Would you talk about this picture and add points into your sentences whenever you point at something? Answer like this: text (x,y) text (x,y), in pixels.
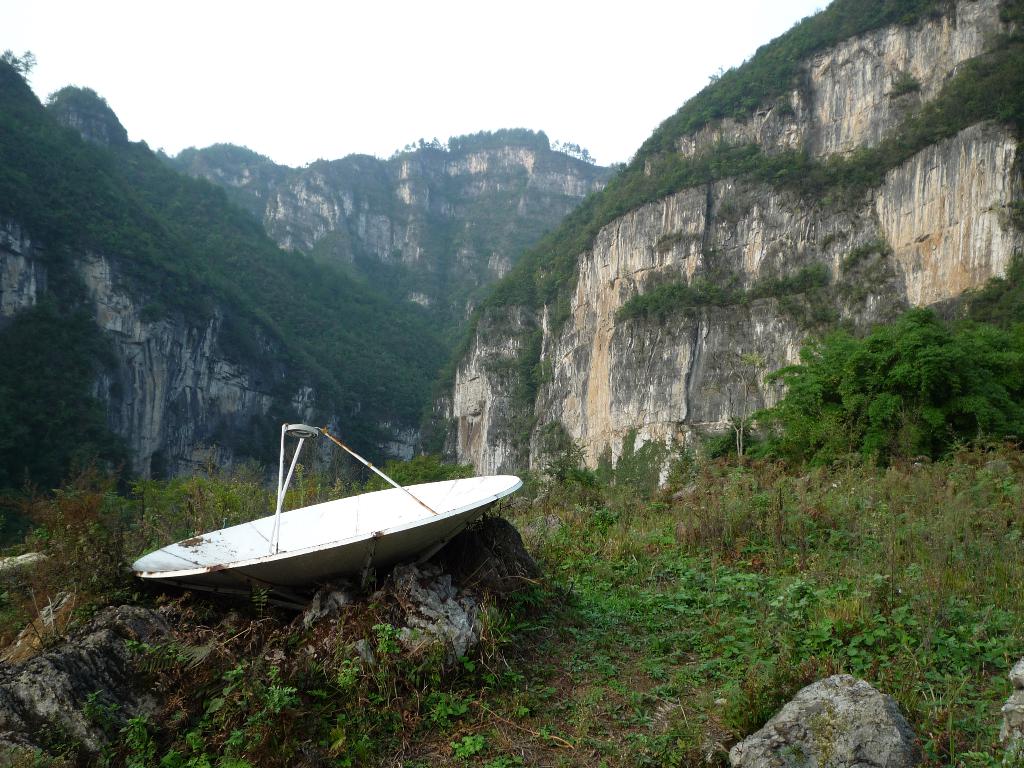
On the left side (326,507), there is a white color antenna (338,502) on a rock (494,534). Beside this rock (502,524), there's grass (430,759) on the ground (582,593). On the right side (795,693), there is a stone (904,759) on the ground (873,669). Beside this stone (823,735), there's grass (708,593) on the ground (715,584). In the background (913,301), there are mountains (974,277) and there is sky (370,147).
